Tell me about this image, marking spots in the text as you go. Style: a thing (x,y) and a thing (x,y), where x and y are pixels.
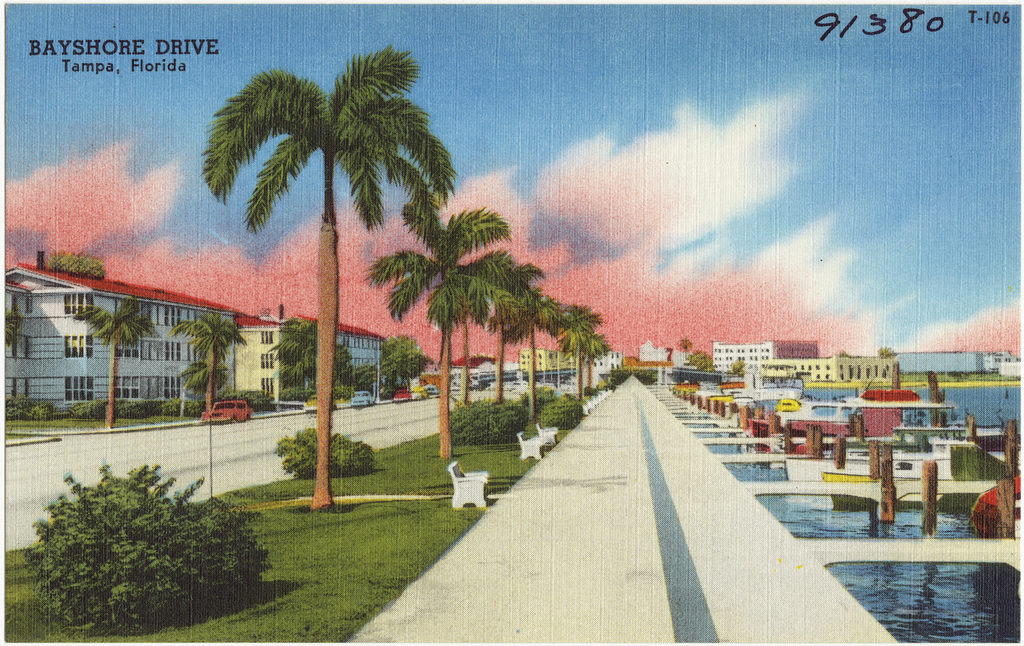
In this image we can see a painting (316,390). On the painting (432,410) there are trees (445,407), benches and plants (334,437). Also there are buildings (170,340) with windows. And there are vehicles (399,397) on the road (420,416). On the right side (910,584) there is water (930,585). And there are boats (842,419) on the water (906,576). Also there are poles (860,428). In the background (565,153) there is sky (188,95) with clouds (611,204). Also there is text (104,71) and numbers (993,19) on the image.
